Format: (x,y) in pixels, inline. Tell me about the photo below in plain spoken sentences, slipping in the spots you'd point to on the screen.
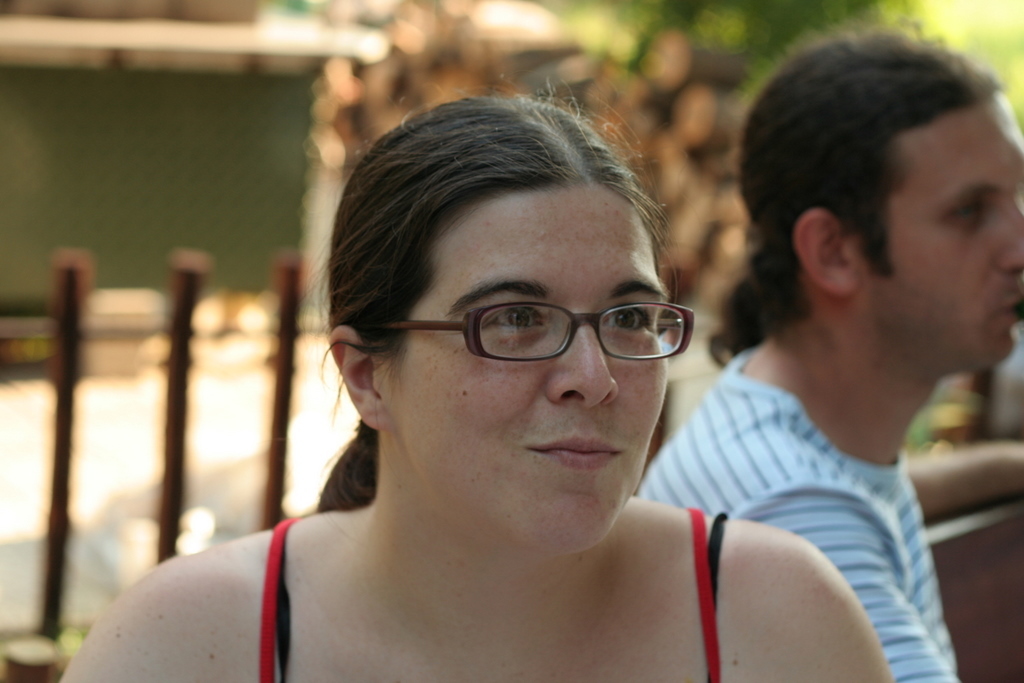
In this picture, I can see two people (580,228) behind this people (851,168) few trees (787,41) and a shop (201,69) and also i can see a road (131,410) after that i can see a chair (966,546).
